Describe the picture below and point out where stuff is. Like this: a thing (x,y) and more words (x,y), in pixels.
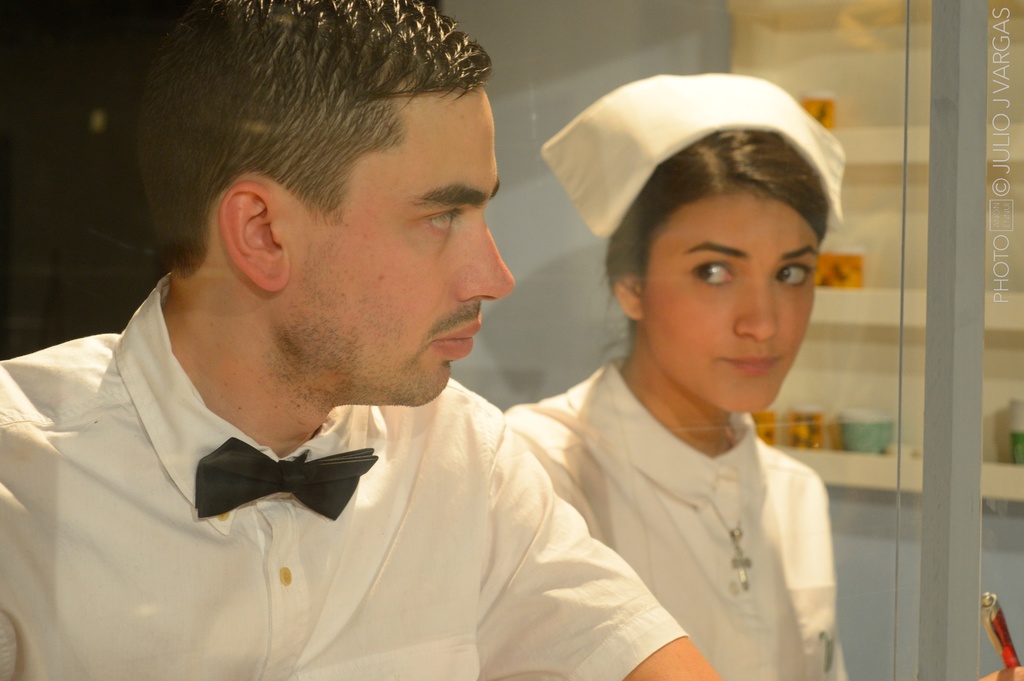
There is a man (385,240) and a lady (755,215) in the foreground area (652,320), it seems like she is holding a pen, there is a glass door (894,402) and other objects (856,430) in the background area (825,28) and text (996,44) on the right side (1007,104).
